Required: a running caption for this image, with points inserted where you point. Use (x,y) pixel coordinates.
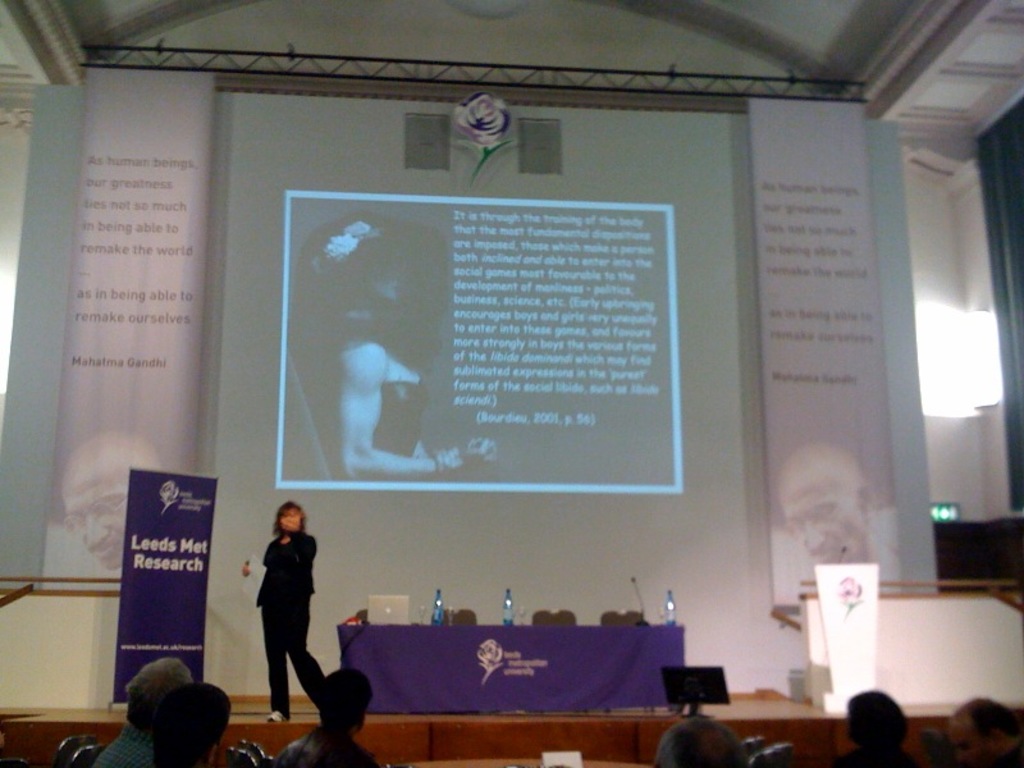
In this image there is a table (507,656) on the stage (537,723). On the table (619,628) there are bottles (438,617) and a laptop (401,614). Beside the table (438,660) there is a woman (280,595) who is standing on the stage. In the background (435,310) there is a screen (457,312) and there are banners (819,303) on either side of the screen (421,277). At the bottom (218,715) there are people (858,750) sitting in the chairs (753,761) and watching the screen (470,434). Beside the table (578,636) there are chairs (572,623).
